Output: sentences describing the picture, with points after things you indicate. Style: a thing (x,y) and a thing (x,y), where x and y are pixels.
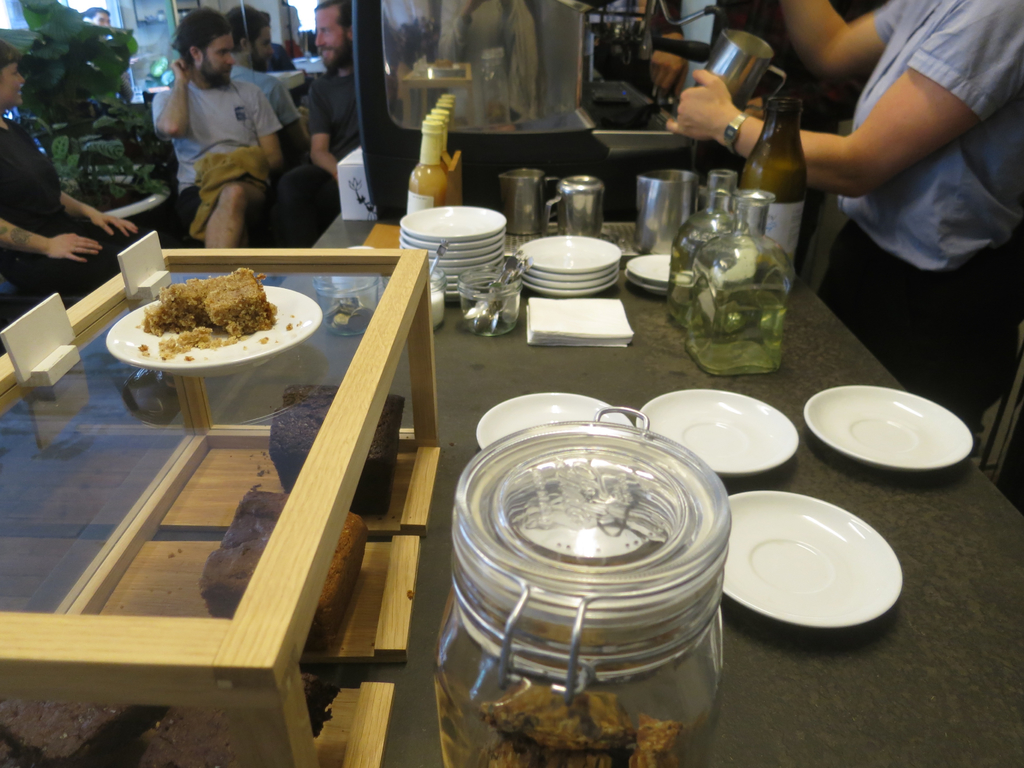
In the picture we can find a table (583,360) with saucers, jar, bottles (728,177) and cups (562,198). In the background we can find some people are sitting and plants (70,59).
